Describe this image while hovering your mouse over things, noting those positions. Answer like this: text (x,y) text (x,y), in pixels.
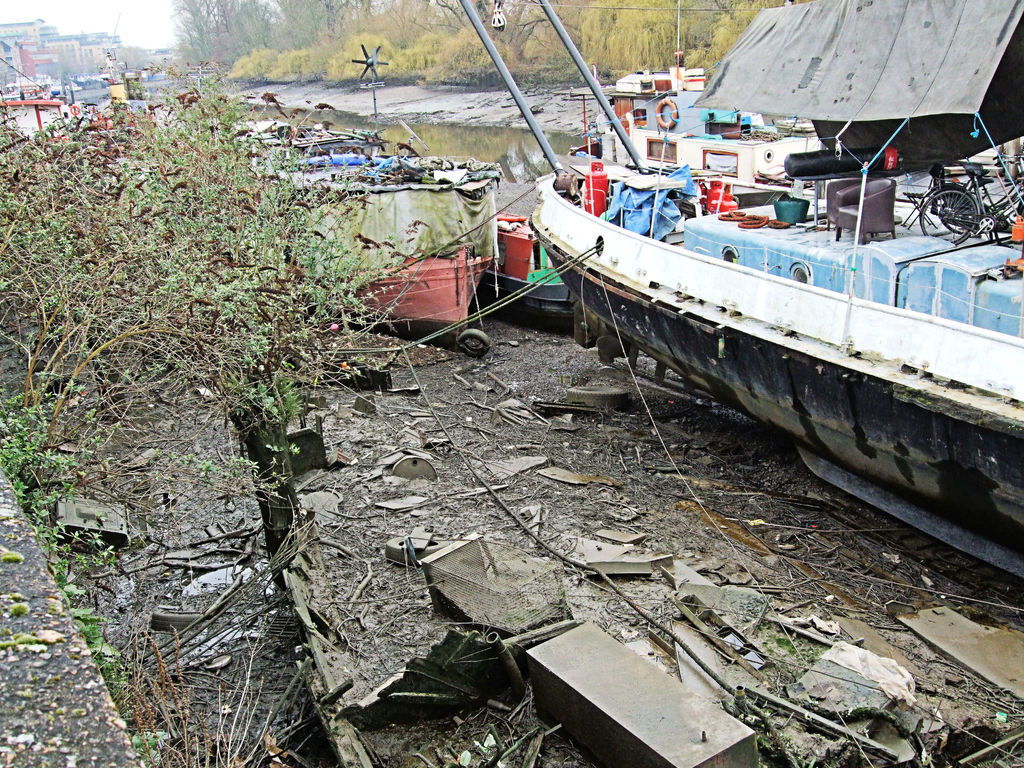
In this picture i can see many boats (607,331) near to the water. On the right (885,216) i can see the bicycle (998,207), chair (888,204), tire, basket (785,210), plastic covers (645,193), coat (664,195) and other objects (746,218) are kept on the boat (936,270). At the bottom (776,557) i can see the scrap materials (439,456). In the background (487,71) i can see the trees (662,65), plants (690,42), grass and buildings (99,48). in the top left corner (116,4) there is a sky (100,10).
